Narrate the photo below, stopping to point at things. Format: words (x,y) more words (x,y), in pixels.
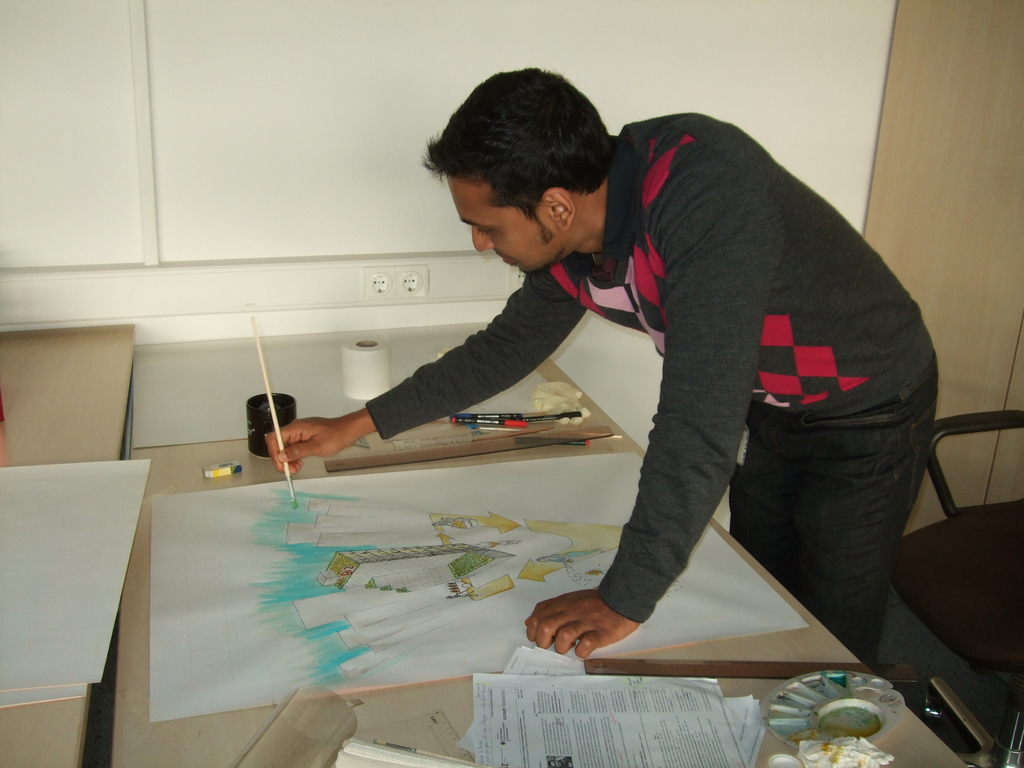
In this image i can see a person (479,355) drawing a painting (293,559) on the paper (200,674), the paper (166,685) is kept on the table (145,743) and there are some objects (527,445) kept on the table (169,742), on the right side (961,544) there is a chair (986,547).
